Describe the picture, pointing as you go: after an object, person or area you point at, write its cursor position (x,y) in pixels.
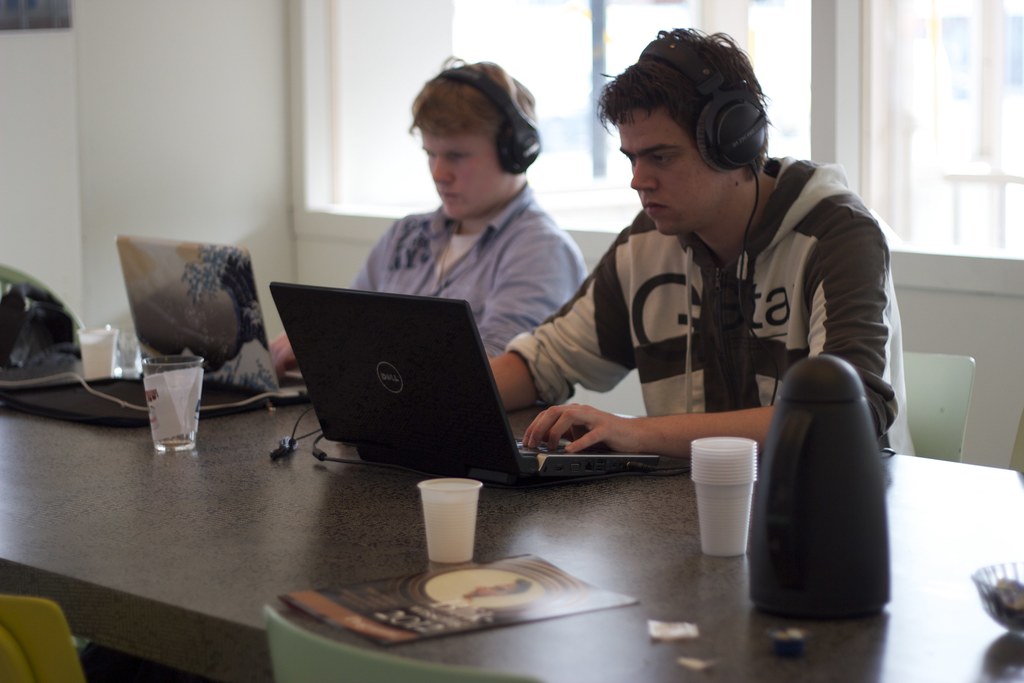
In this image, there is an inside view of a building (894,75). There are two persons (773,218) wearing headphones (725,85) and sitting in front of the table (597,496). This table (593,509) contains glasses (711,514), flask (826,476) and laptops (190,304). There is window (383,90) behind these two persons (424,87).
